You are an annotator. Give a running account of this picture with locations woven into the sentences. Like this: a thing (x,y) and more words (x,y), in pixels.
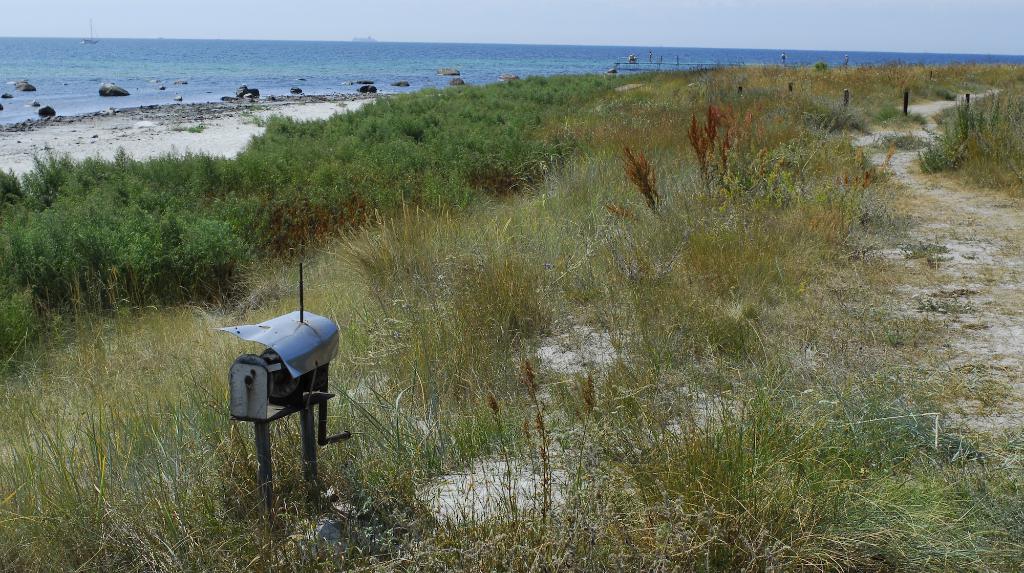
In this picture there is a view of green grass ground (398,432) and a machinery motor (268,335) placed in the middle of the ground (299,441). Behind there is a blue sea water (229,73).
